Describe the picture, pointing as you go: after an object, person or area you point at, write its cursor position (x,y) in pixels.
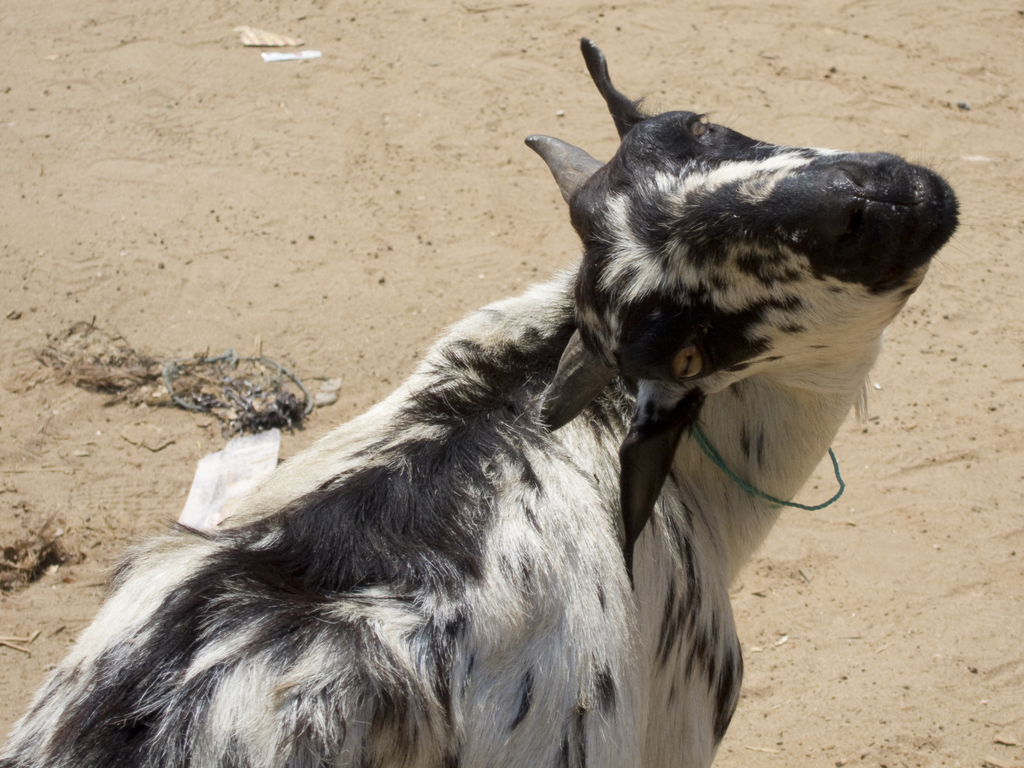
In the middle of the image (384,407) there is a goat (576,456) with black and white color. In the background (521,6) on the ground (202,234) there is a sand (904,398).
